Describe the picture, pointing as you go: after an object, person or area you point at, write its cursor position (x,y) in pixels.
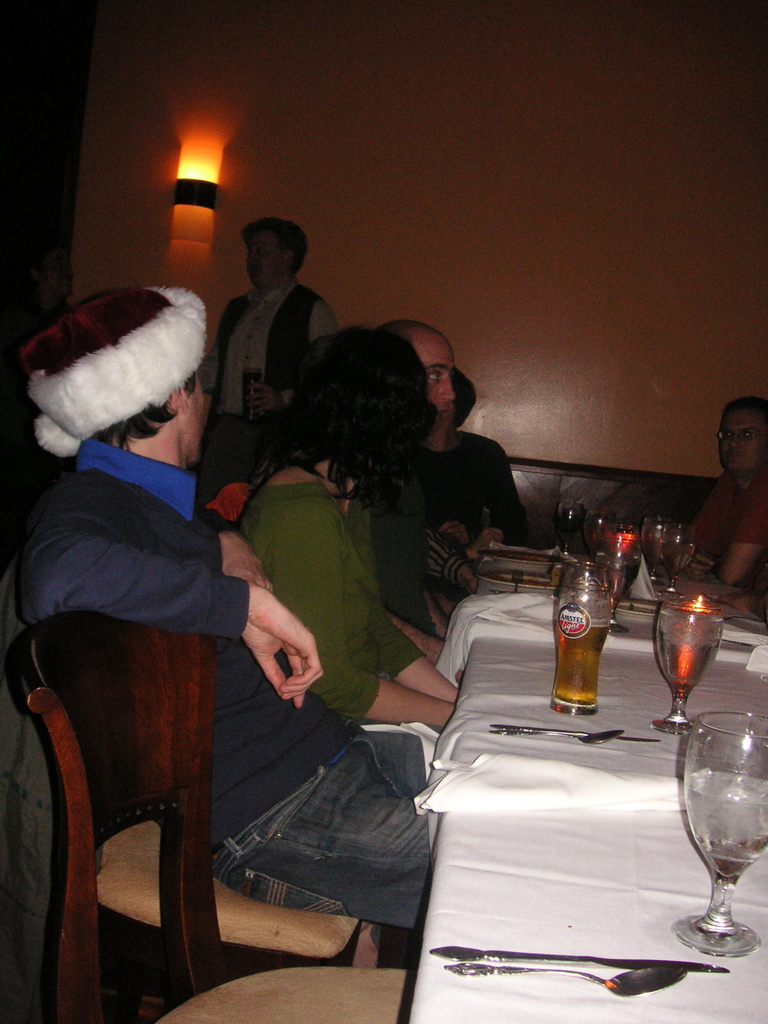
Some persons (286,500) are sitting. And a person (249,641) wearing a black t shirt (192,610) is wearing a hat (123,391). There are chairs (244,900) and tables (531,861). On the table (574,757) there are glasses (577,702), knife (588,731) and spoons (645,987). There is a sofa (551,504). And in the background (560,242) there is a wall (359,189) and a light (205,183).
